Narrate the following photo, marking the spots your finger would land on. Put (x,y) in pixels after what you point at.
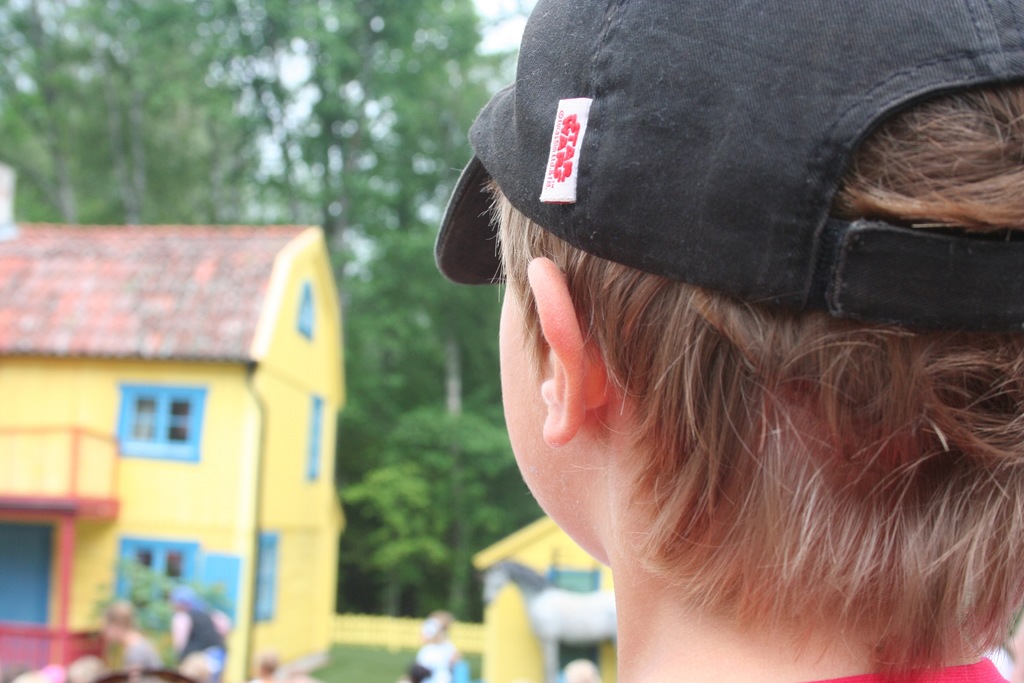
In this image we can see a person (628,377) with a cap (832,149). In the background of the image (560,532) there are houses (5,638), persons (449,661), trees (438,198), the sky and other objects (583,610).
